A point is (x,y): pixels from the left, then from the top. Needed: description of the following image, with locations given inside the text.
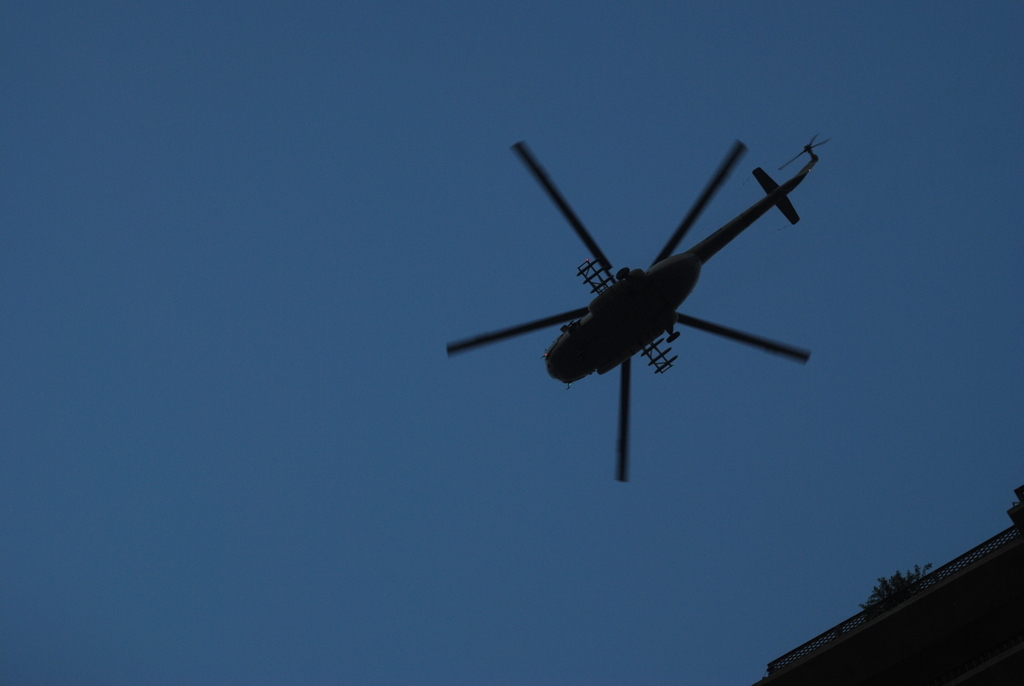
In this picture we can see a helicopter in the air (679,386). In the background of the image (493,402) we can see the sky (567,542) in blue color. In the bottom right side of the image (991,546) we can see fence (962,557) and plant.
